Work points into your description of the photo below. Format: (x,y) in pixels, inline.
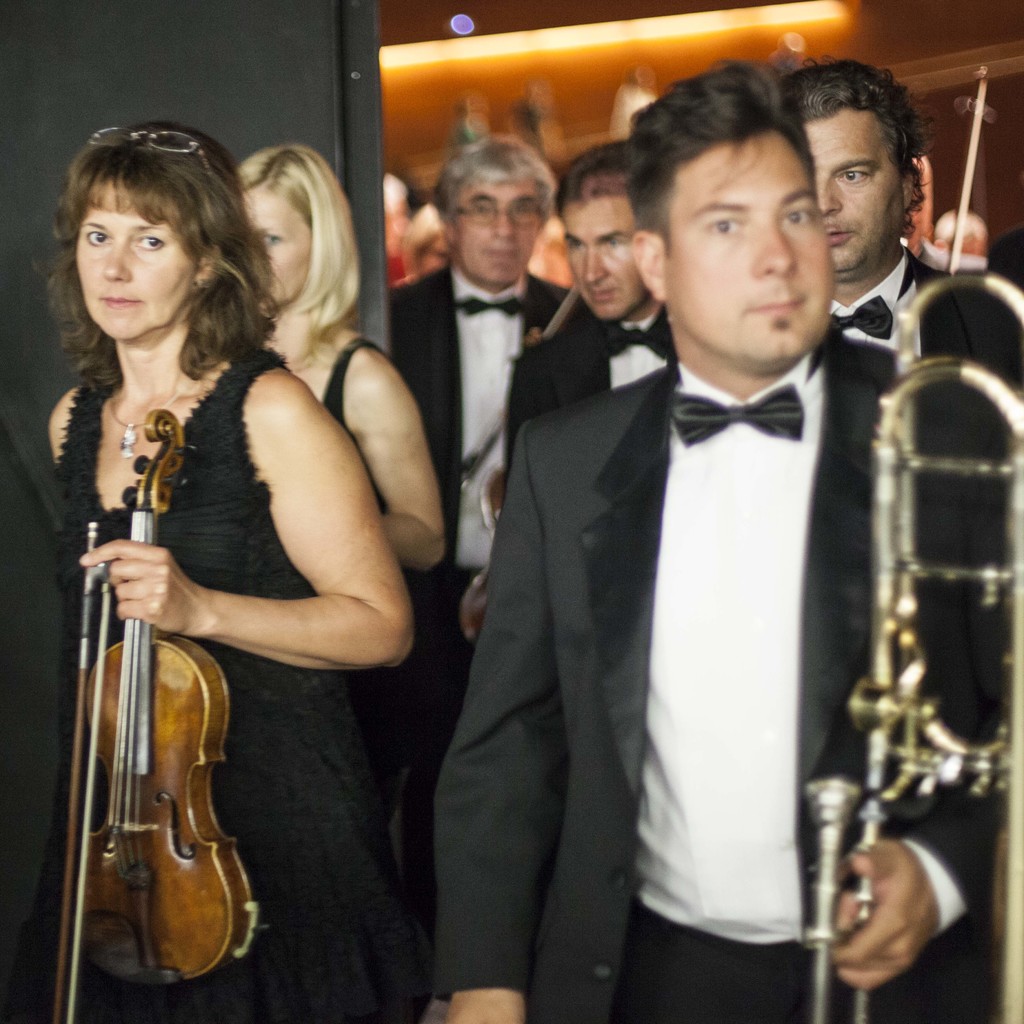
In this image we have a group of people (430,581) who are standing. On the left side (158,339) we have two women (323,520) who are wearing black colour, dress (256,750) holding a violin (196,684) in their hands (135,609) and other side we have men (649,557) wearing a black coat (608,700) and holding a musical instruments (951,458) in the hand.
